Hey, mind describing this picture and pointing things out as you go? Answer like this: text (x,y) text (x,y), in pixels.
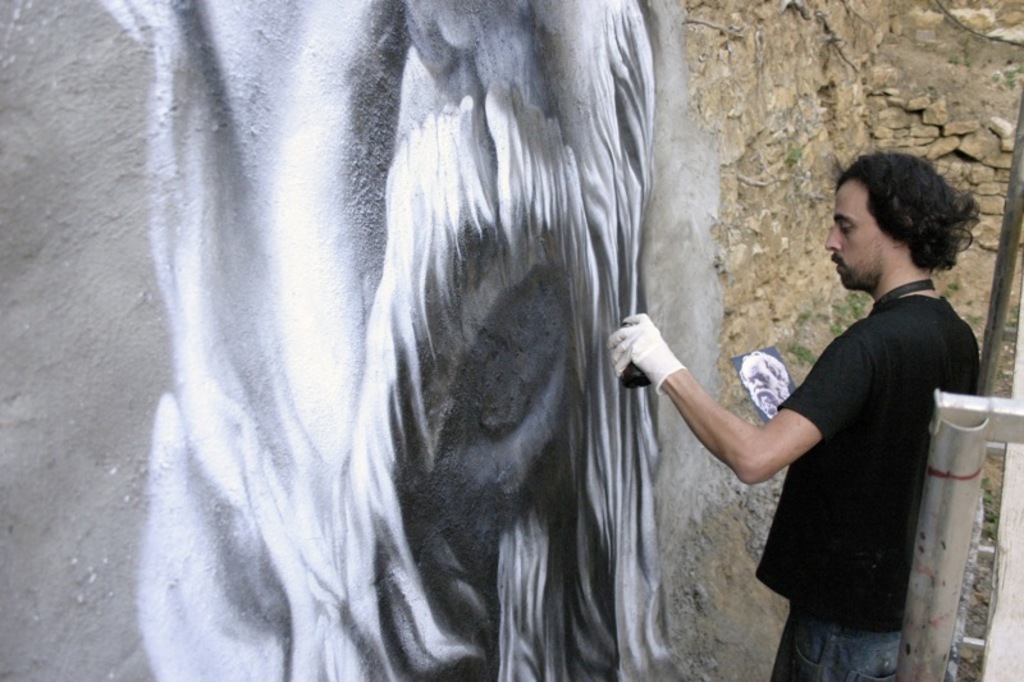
In this image there is a man (865,450) who is painting the picture (362,322) on the wall (351,376) by using the spray (626,376). He is holding the picture (754,382) with one hand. On the right side (971,456) there is a metal rod (950,519).
